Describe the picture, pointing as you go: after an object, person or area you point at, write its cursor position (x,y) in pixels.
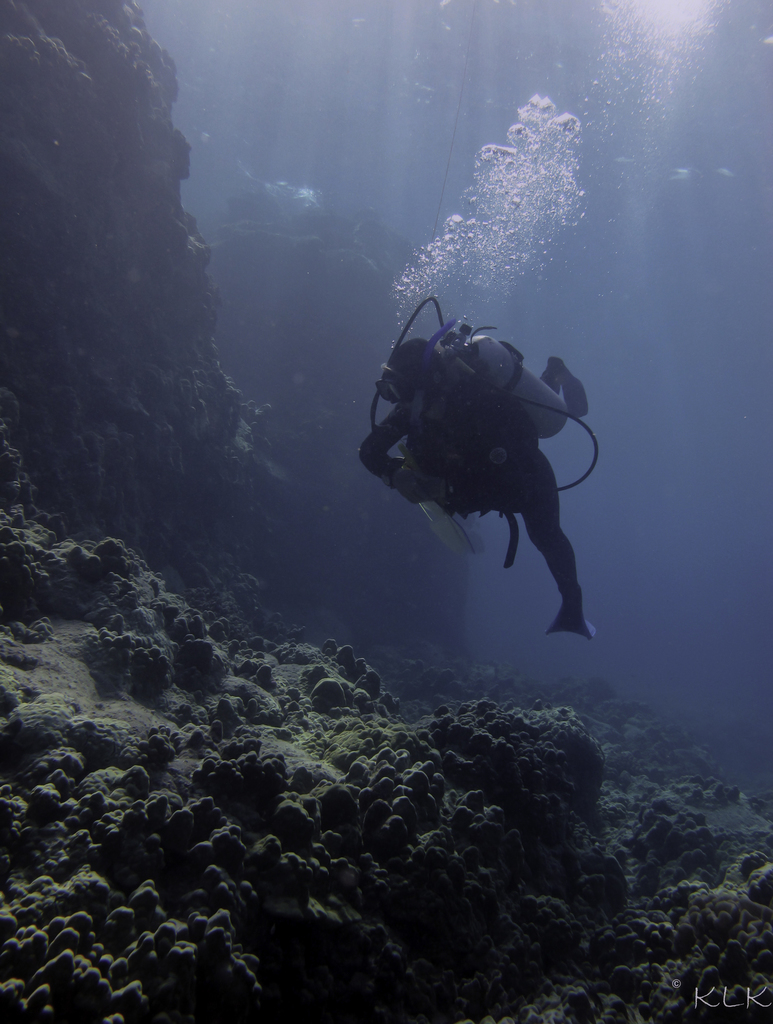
In the picture we can see deep sea divers (443,455) in the water (575,305) leaving the bubbles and under him we can see water stones (510,979).
